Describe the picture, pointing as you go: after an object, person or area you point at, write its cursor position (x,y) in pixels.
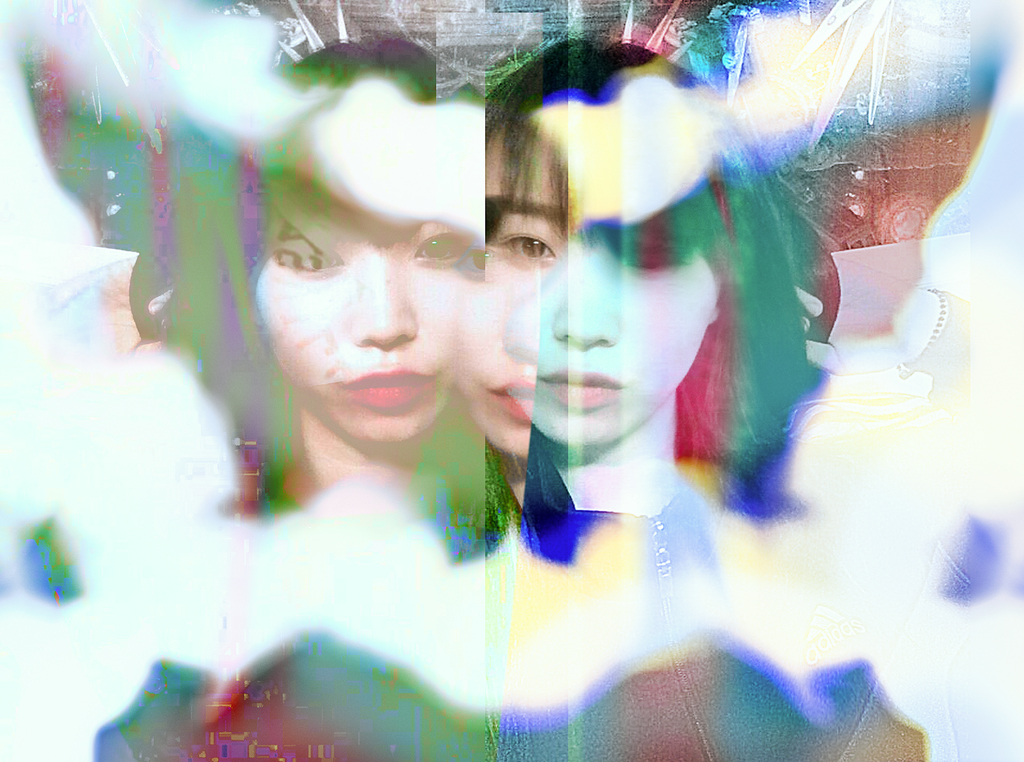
This is an edited picture. In the center of the picture (669,325) there is a woman's face (461,271) with reflections (597,316).
